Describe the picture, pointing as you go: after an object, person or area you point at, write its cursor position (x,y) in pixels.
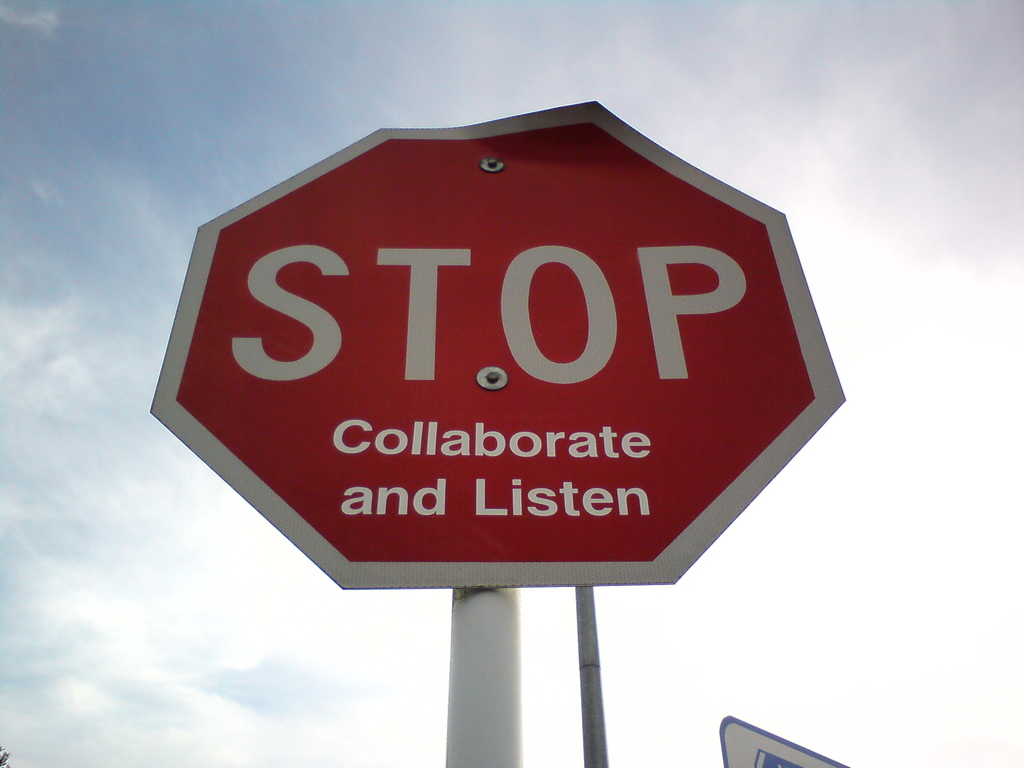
In this picture we can see a STOP sign board (500,513) on the pole (477,611). Sky (570,696) is cloudy.
